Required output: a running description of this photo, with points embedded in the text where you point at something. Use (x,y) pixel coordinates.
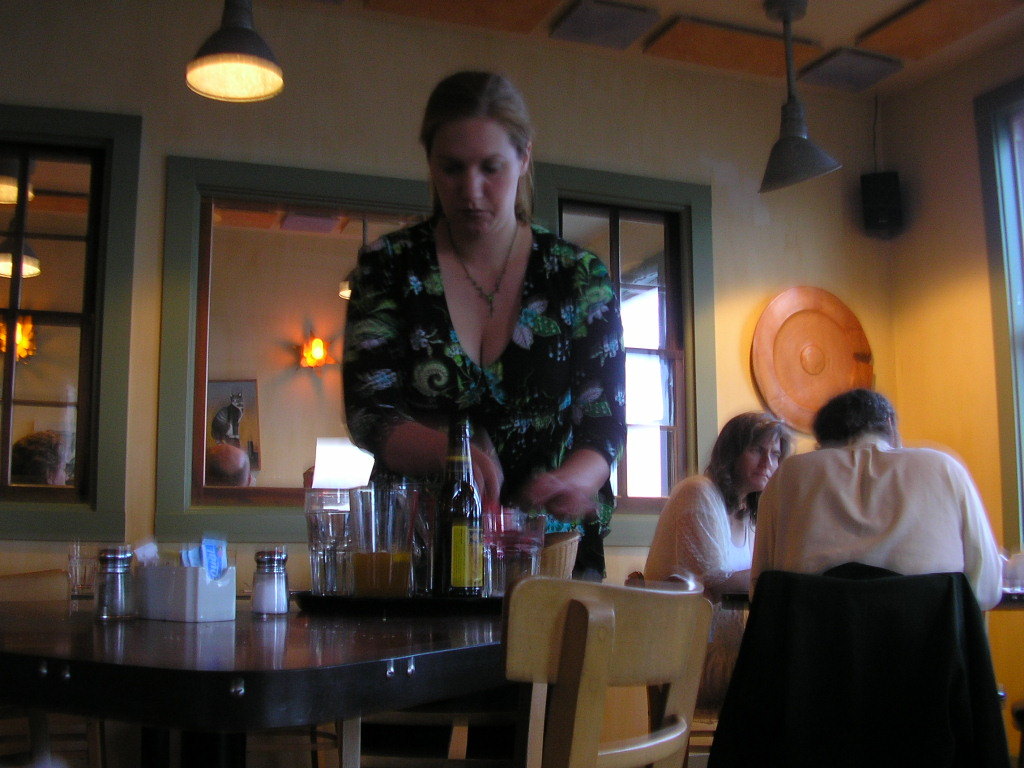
I can see a woman (474,418) standing. This is a table (332,660) with salt and pepper bottles (276,601), a tray (431,607) with tumbler (496,572), beer bottle (472,584) placed on the table (340,646). There are two persons (698,573) sitting on the chairs (863,625). This is a mirror (269,319) attached to the wall (306,138). This is a lamp (252,59) hanging through the ceiling rooftop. This looks like a window (662,360). I think this is a speaker (893,221) attached to the wall (909,167).
